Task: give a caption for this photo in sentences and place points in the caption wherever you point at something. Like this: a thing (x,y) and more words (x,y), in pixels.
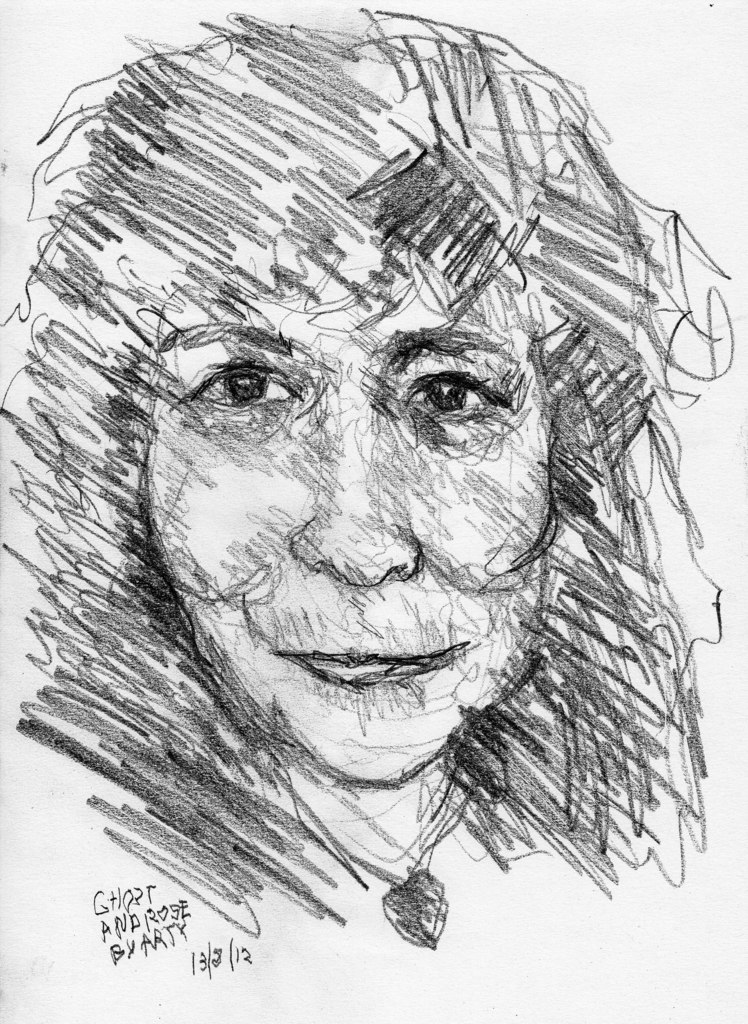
In this picture, there is a pencil art of a woman (302,594). At bottom left (238,947) there is some text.
